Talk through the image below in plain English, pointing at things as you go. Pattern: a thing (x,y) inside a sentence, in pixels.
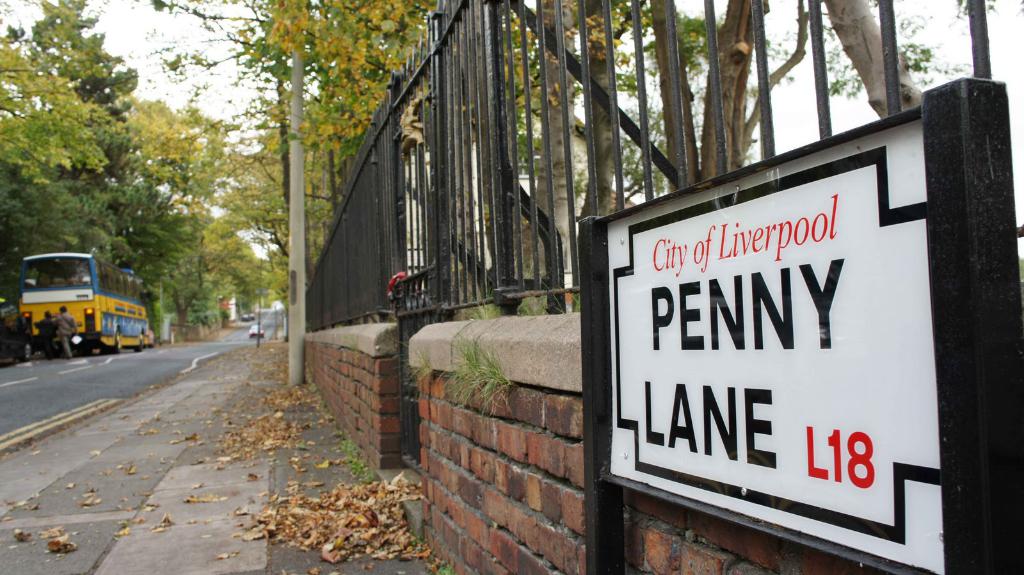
On the right side (685,563), I can see a wall (391,367). On the wall (348,418) there is a railing (392,261) and a board (750,374) is attached to this wall (516,432). On the board (794,392), I can see some text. There are some leaves (362,506) on the footpath (144,490). On the left side (57,360) there is a vehicle (108,325) on the road (75,373) and also few people (47,327) are standing. In the background (254,303) there are some more vehicles (253,326) and trees (113,182). At the top of the image (129,26) I can see the sky (128,26).
